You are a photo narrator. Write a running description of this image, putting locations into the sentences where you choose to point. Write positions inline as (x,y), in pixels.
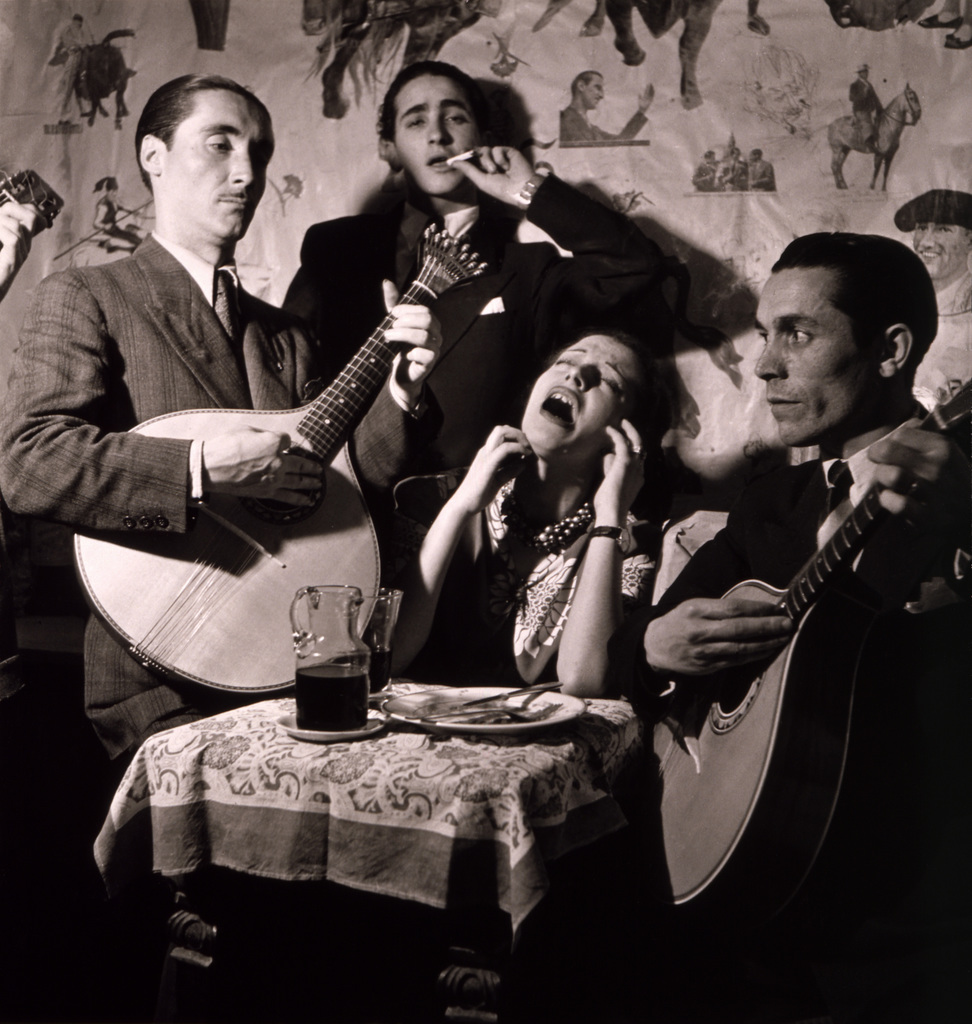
The picture might be taken from a drama. In the center of the picture (560,621) there are four people (610,626). On the right (721,626) there is a person (716,635) playing guitar (811,580). On the left (153,375) there is another person (277,461) playing guitar (298,532). In the center (493,565) there is a woman (513,559) sitting. In the center (338,636) there is a table (389,833) covered with cloth (406,774), on the table (419,740) there is a jar (315,652) and a plate (465,709). In the background (610,90) there is a curtain (461,36) with pictures (330,59) on it. To the left (24,195) we can see a musical instrument (45,201) and a hand (1,265).
